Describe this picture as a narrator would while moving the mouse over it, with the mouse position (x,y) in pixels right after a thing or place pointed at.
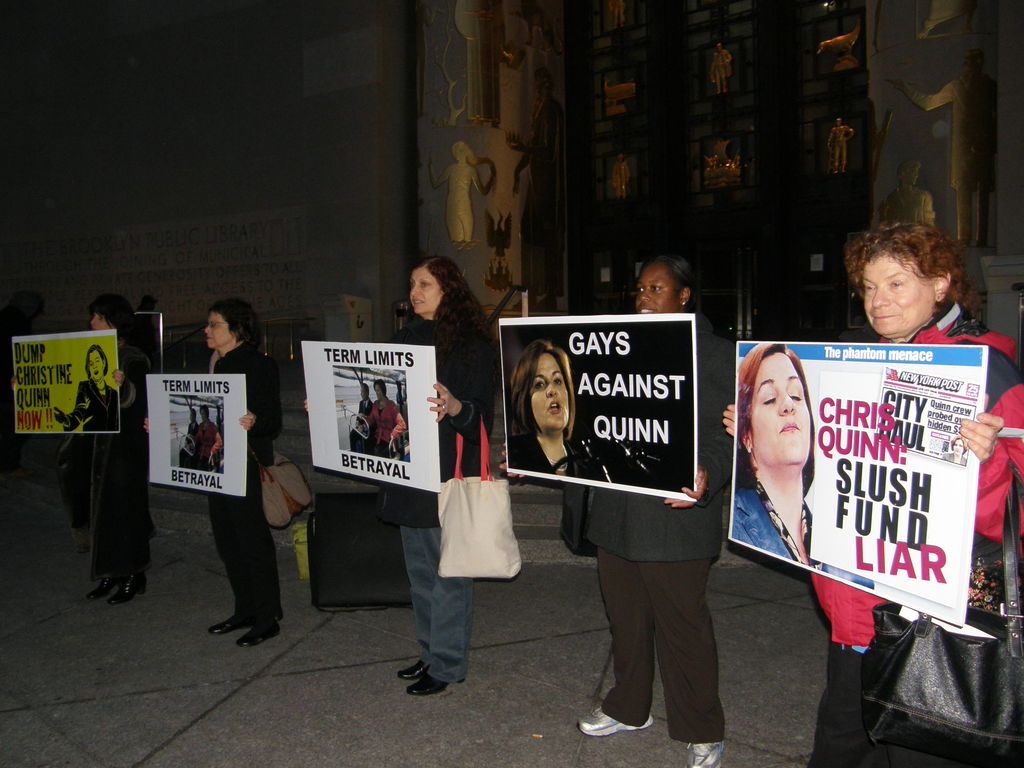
In the picture I can see people (418,551) are standing and holding boards (667,458) in hands (696,468). On these boards (696,468) I can see photos (797,493) of people (797,478) and something written on them. In the background (203,258) I can see a wall (203,258) which has designs (469,238) of people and some other things.
